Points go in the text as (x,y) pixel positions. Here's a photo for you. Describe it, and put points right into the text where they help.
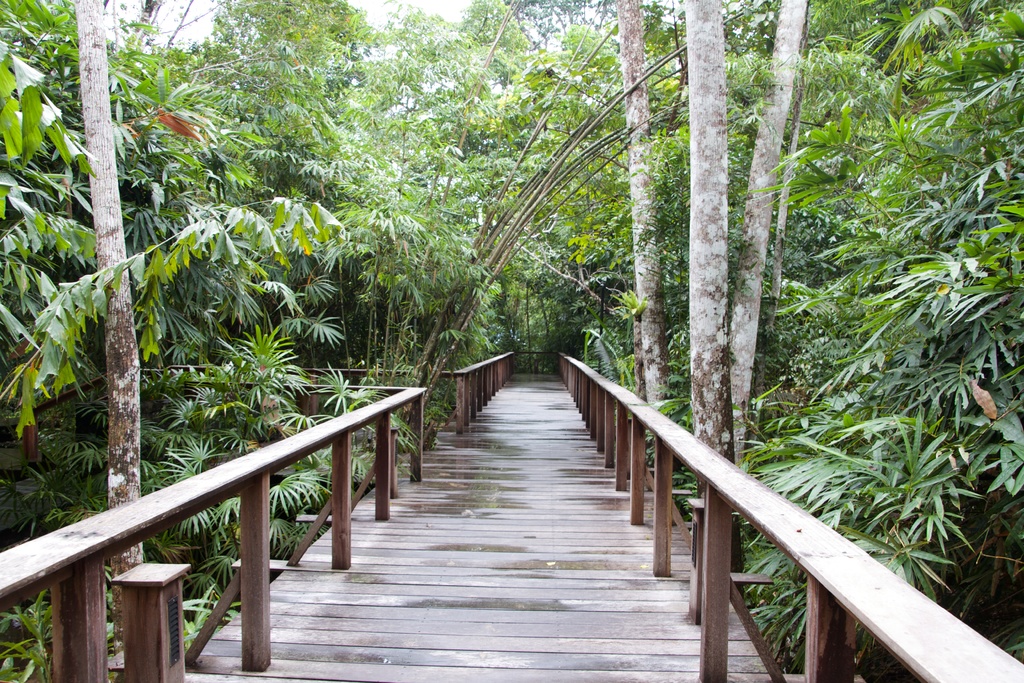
In this image there are trees (468,149) truncated towards the top of the image (470,67), there are trees (946,247) truncated towards the right of the image (934,276), there are trees (113,407) truncated towards the left of the image (104,161), there is a wooden floor (516,426) truncated towards the bottom of the image (516,575).
